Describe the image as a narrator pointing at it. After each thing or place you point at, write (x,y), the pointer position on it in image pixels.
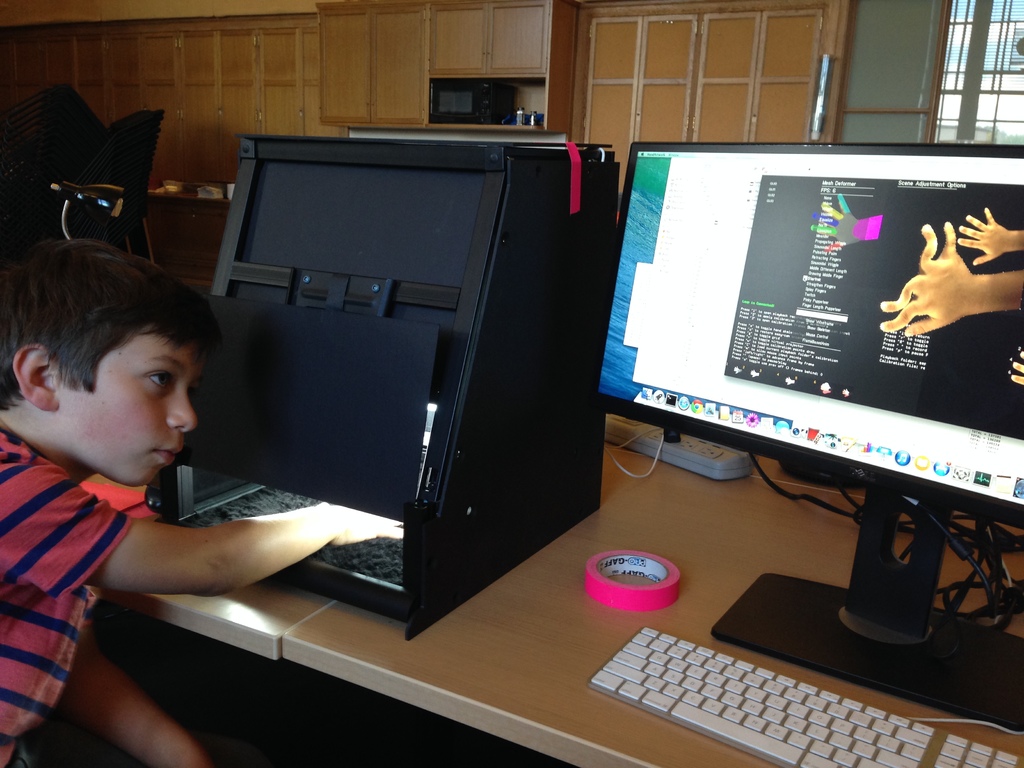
The picture is clicked on a desk (492,652) where there is a monitor (863,427), keyboard (711,678) and a kid (200,591) is placing his hand (332,517) inside a black box (384,354), in the background (206,104) we observe a wooden shelf (292,65), glass window (950,93). There is also a tape (608,587) on the table (571,610).
